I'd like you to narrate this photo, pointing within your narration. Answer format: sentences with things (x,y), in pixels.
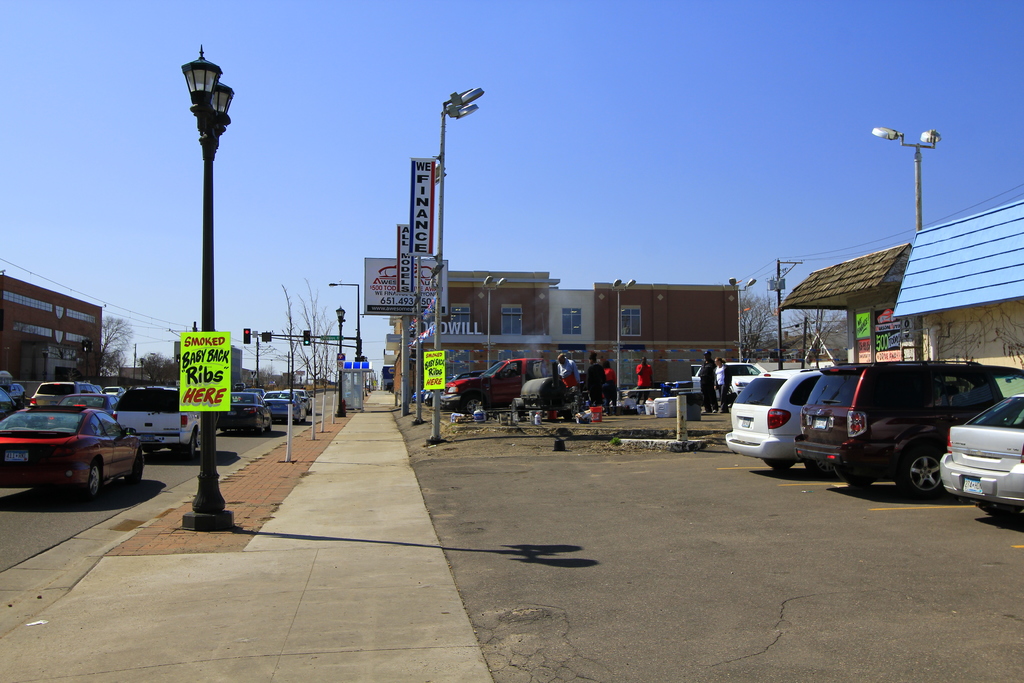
In this picture I can see some vehicles (125,445) are on the road (160,453), side there are some vehicles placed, some buildings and trees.
